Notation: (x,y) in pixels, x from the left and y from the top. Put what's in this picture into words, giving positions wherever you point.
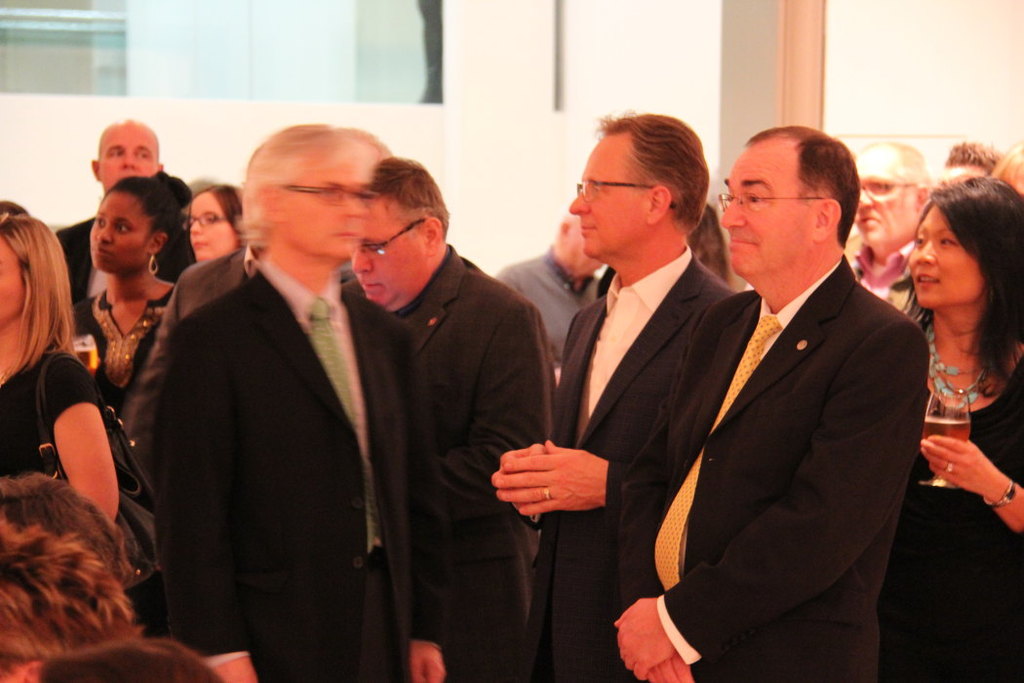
In this picture there are people (345,157). In the background of the image (432,149) we can see wall (585,25) and glass (55,22).
